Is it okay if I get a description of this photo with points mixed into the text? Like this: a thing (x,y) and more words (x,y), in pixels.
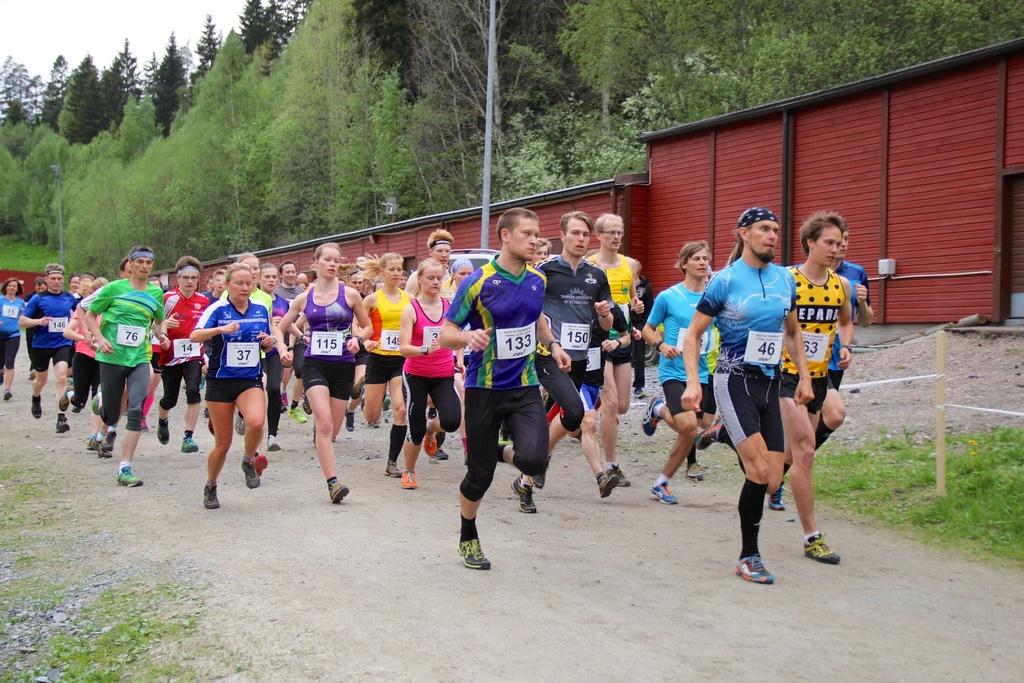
In this image I can see a path (51,470) in the centre (357,406) and on it I can see number of people (445,276) are running. I can also see all of them are wearing sports wear (798,288), shoes (836,552) and on their dresses (168,332) I can see white colour papers (819,344). I can also see few numbers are written on these papers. On the both sides of the path (297,647) I can see grass (903,491) and in the background (462,212) I can see few buildings (515,207), few poles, number of trees (430,147), the sky (64,38) and on the right side of this image (941,456) I can see one more pole (943,488) and few white colour things (924,379).
